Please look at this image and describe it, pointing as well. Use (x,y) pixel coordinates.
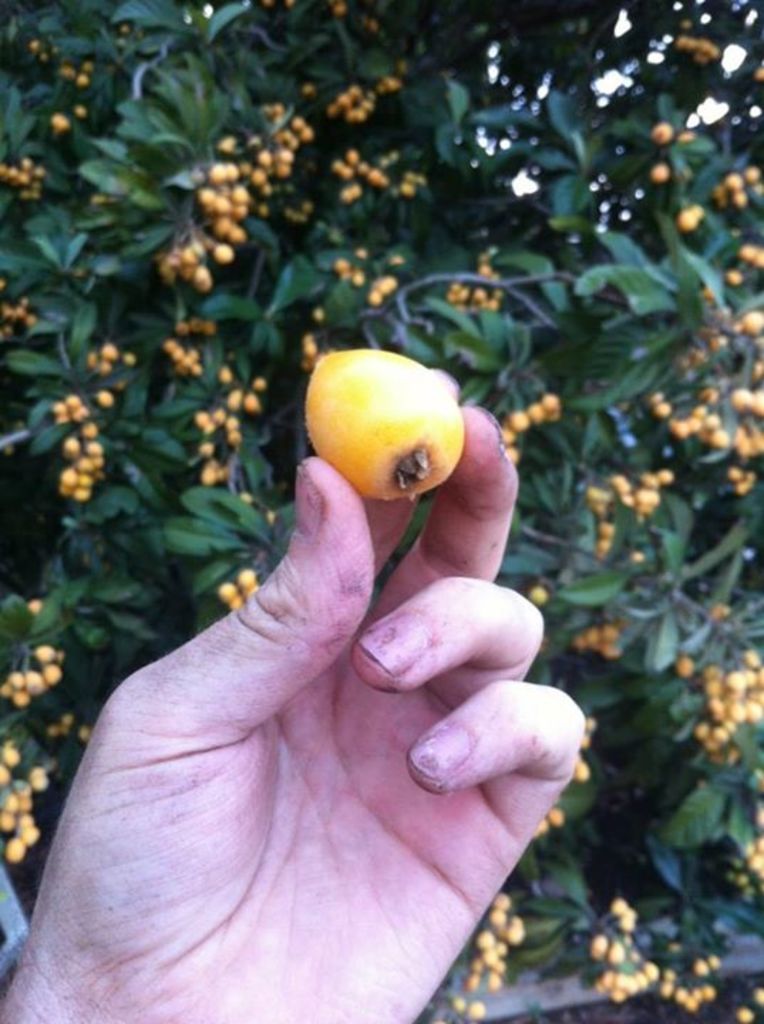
In this image we can see a person's hand (333,729) holding an object (369,456) and there are few trees (292,459) with fruits (715,691) in the background (402,347).
